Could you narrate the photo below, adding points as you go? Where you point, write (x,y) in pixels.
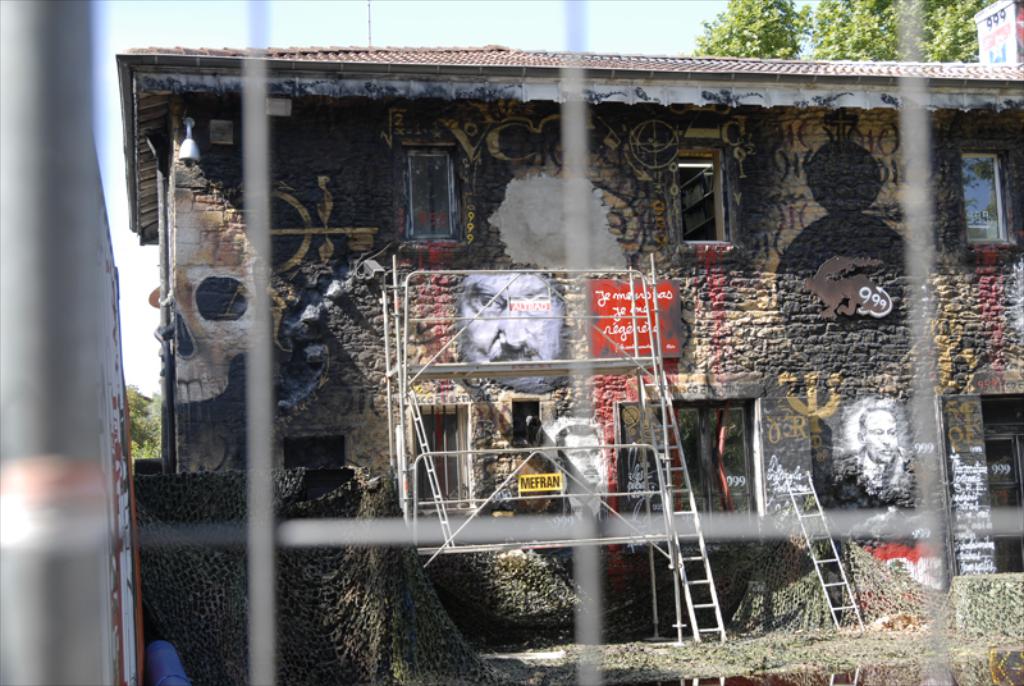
In this image there is a building (422,395) and we can see paintings (222,254) on the building (800,483). There are ladders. In the background (795,10) there are trees (844,17) and sky (335,16). In the foreground (590,270) there is a mesh (135,535). We can see windows (721,208).
